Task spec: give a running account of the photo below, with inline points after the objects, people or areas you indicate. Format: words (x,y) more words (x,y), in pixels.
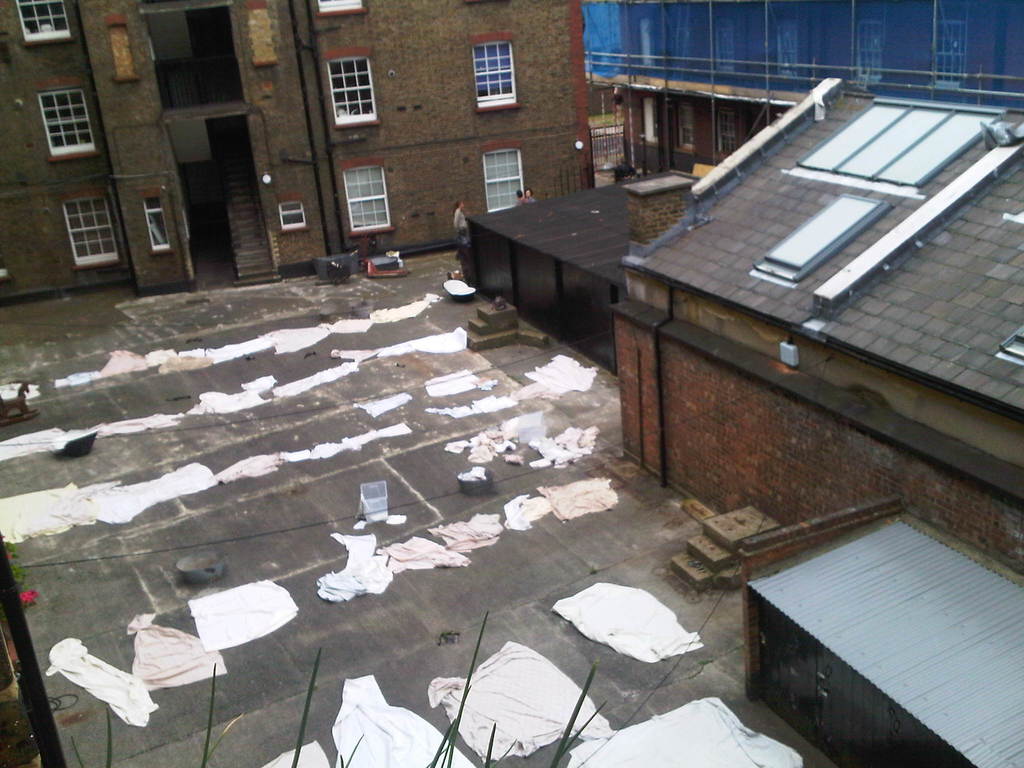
On the ground (148,382) there are clothes (179,355). On the right side (712,147) there are buildings (719,136). In the back (249,102) there is a building (222,115) with windows (335,105).
